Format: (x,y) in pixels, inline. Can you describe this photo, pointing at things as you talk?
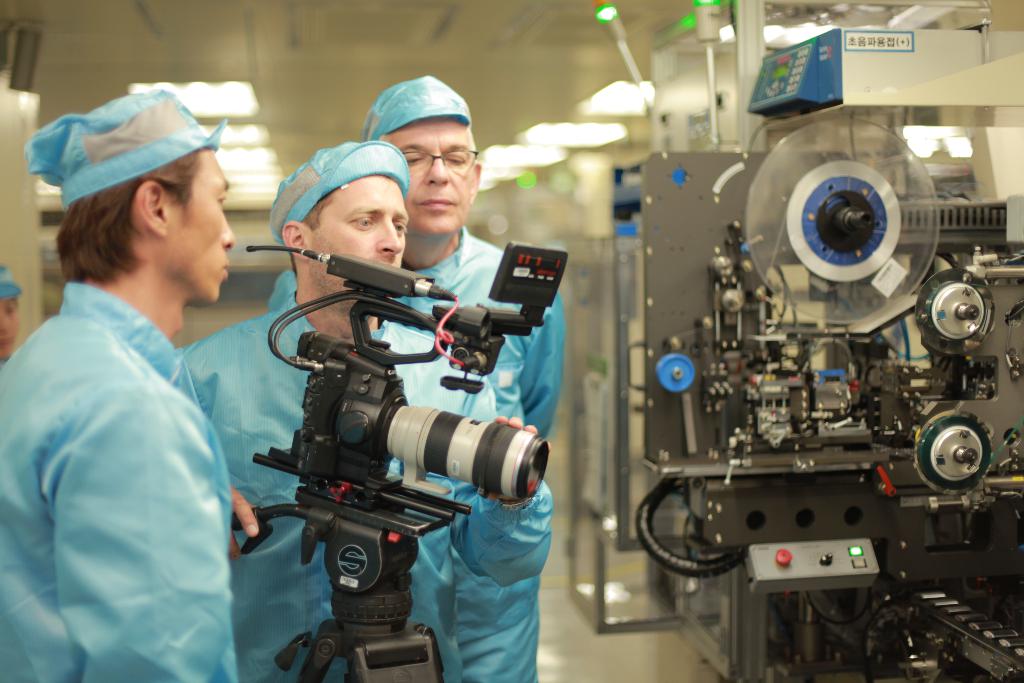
In this image I can see three persons (149,506) wearing blue colored dresses (139,462) and standing and I can see the person (282,370) in the middle (372,441) is holding a camera (375,396) which is black and grey in color. To the right side of the image (809,453) I can see huge machinery (819,387). In the background (468,58) I can see the ceiling (486,62), few lights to the ceiling (511,89), a person's face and few other blurry objects (592,236).
